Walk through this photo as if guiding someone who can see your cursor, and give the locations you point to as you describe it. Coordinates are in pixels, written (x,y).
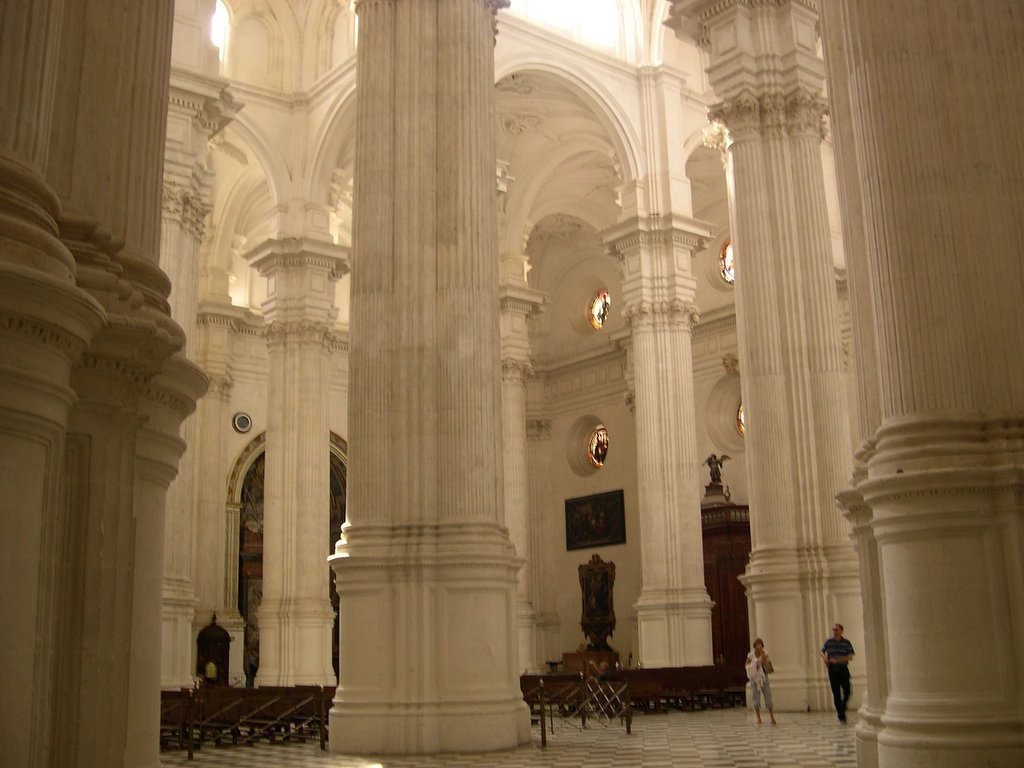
In this image we can see an inside view of the building (454,249), there are the pillars (455,342), these are the persons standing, there is the wall (635,68).
